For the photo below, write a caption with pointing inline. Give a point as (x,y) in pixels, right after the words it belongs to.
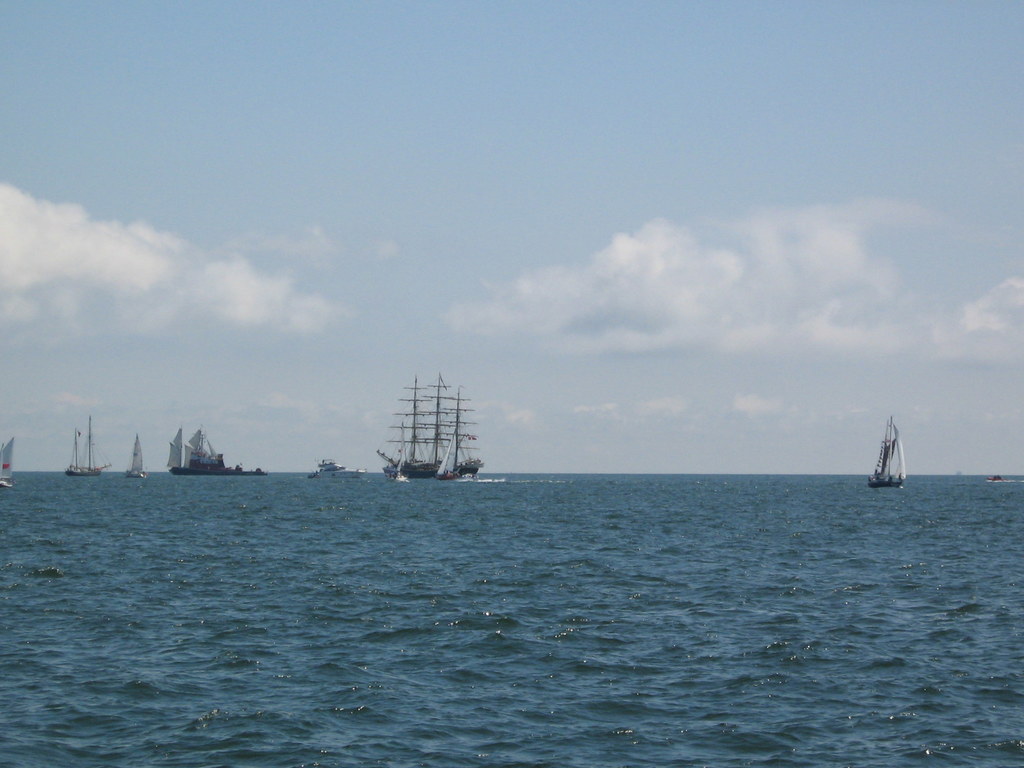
In this picture I can see there is an ocean (119,534), there are few ships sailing on the ocean (454,602). The sky (172,70) is cloudy.
